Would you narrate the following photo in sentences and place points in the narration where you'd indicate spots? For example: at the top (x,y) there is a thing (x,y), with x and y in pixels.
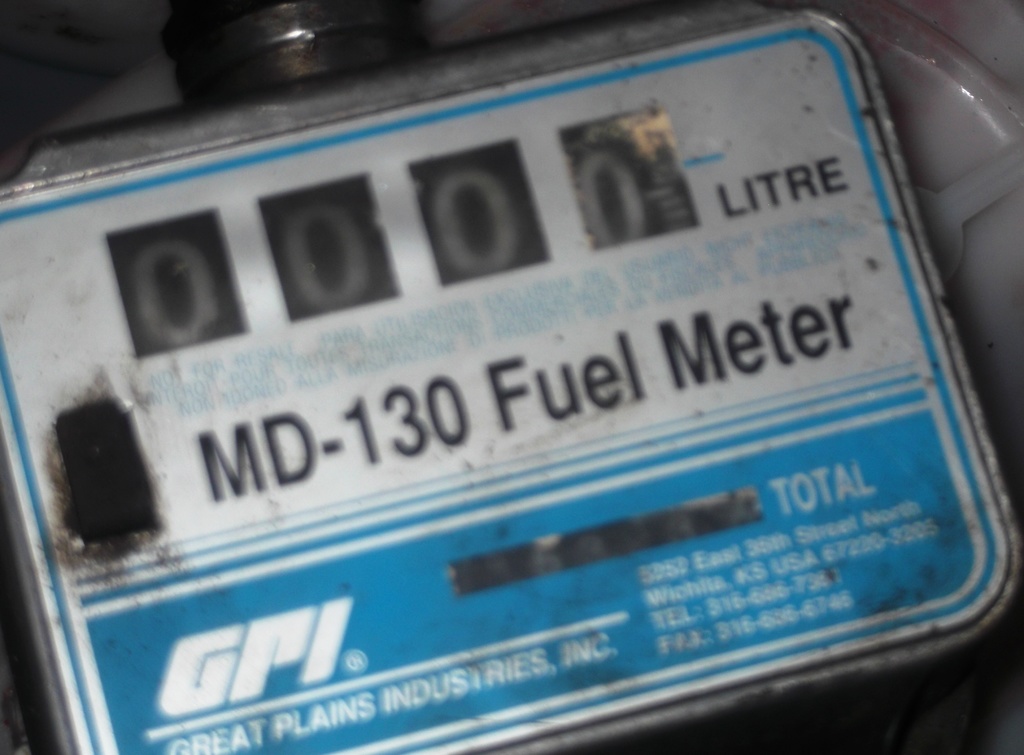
In this image we can see one object (79,292) with text (286,367) and numbers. There is one object (1003,86) in the background (1023,304).
